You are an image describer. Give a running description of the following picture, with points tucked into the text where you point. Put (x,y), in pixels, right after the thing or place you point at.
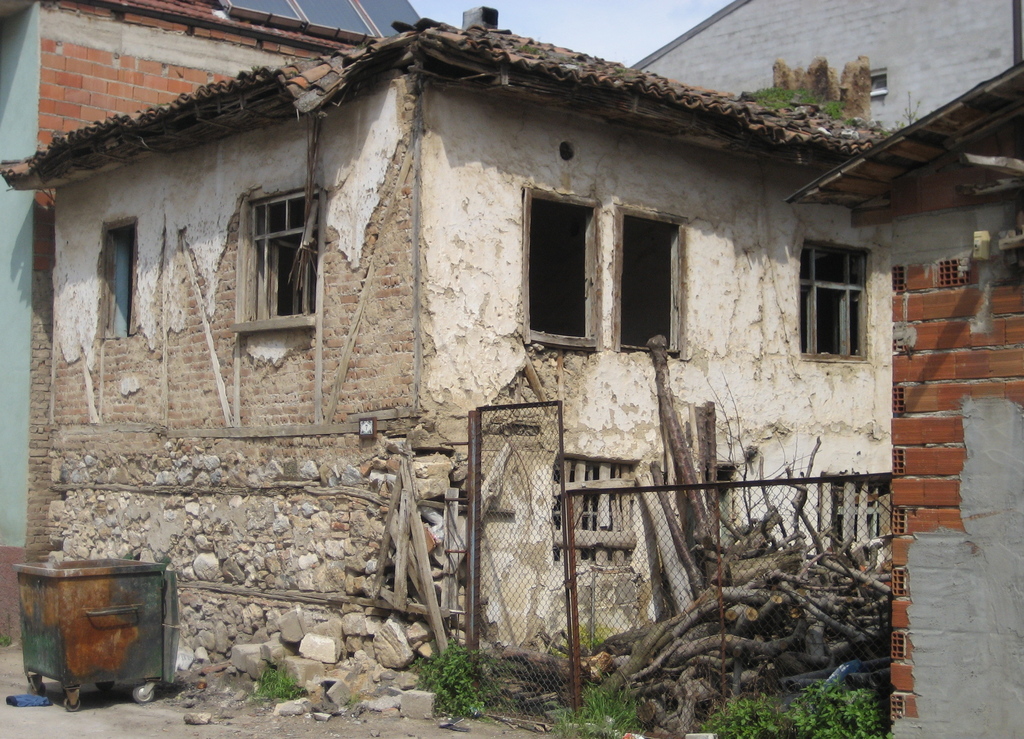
In this image there are sheds (199,209). In the center (558,480) there are logs (740,658) and we can see a fence (582,552). On the left (72,588) there is a trolley (77,668). At the top (529,35) there is sky (570,32).
